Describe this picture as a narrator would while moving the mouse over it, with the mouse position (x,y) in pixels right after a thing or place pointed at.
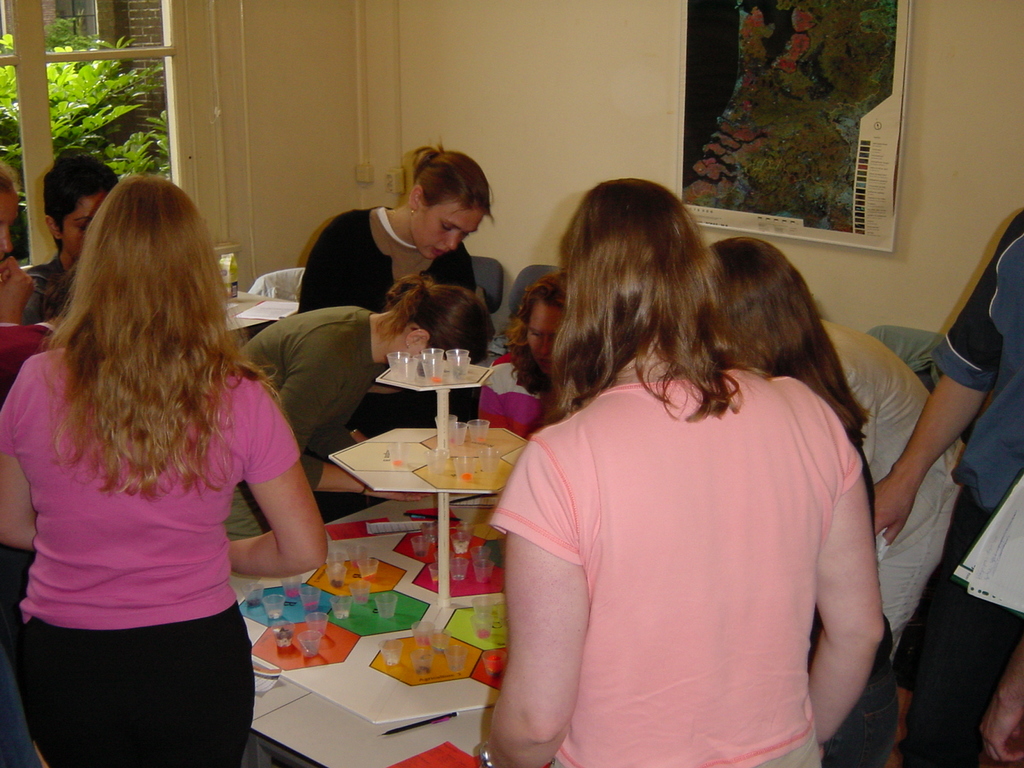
Few persons (799,346) sitting on the chair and few persons (756,382) standing. We can see glasses (347,595) on the table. On the background (355,91) we can see wall (338,94), window (93,3), frame (741,116). From this glass window (93,104) we can see tree (88,101).
